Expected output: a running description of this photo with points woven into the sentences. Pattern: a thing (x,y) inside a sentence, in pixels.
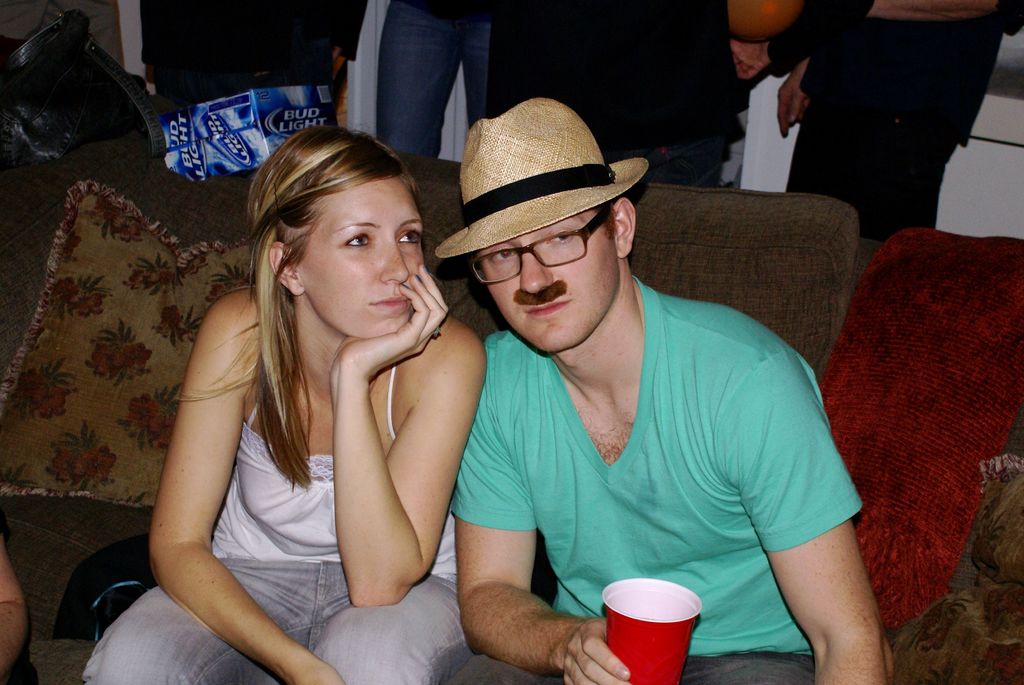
In this picture, we can see one boy (809,458) and one girl (355,131) is sitting on the couch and holding a cup (676,653) and wearing a cap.
